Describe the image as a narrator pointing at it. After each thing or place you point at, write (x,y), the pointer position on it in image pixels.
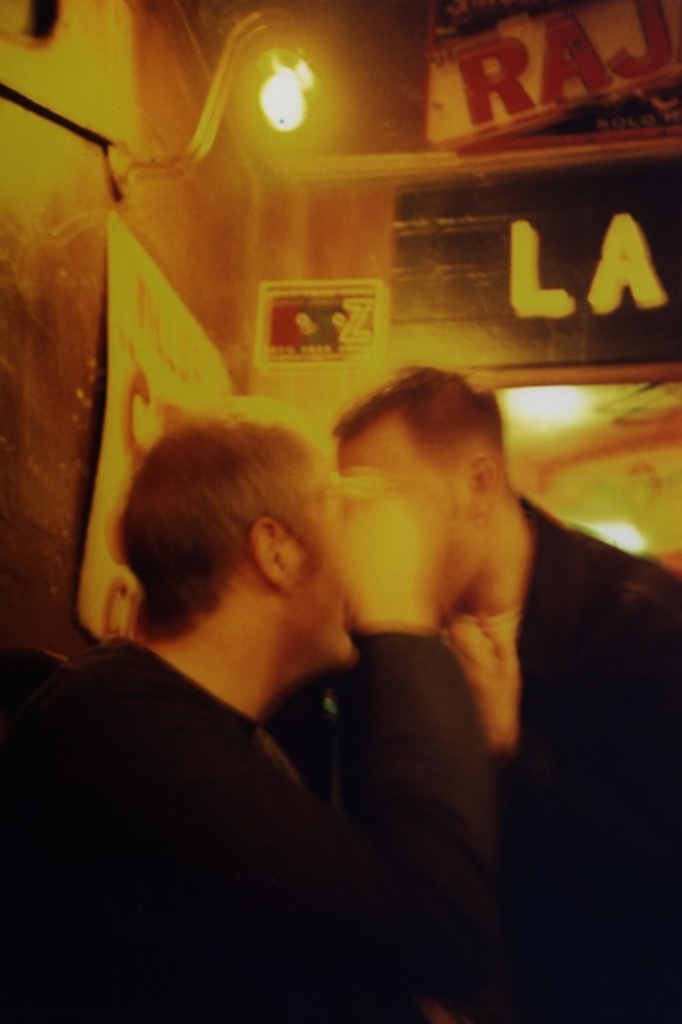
I see this image is a bit blurred and I see 2 persons (324,595) over here and I see the light (274,118) over here and I see something is written over here and I see the wall (54,241).
